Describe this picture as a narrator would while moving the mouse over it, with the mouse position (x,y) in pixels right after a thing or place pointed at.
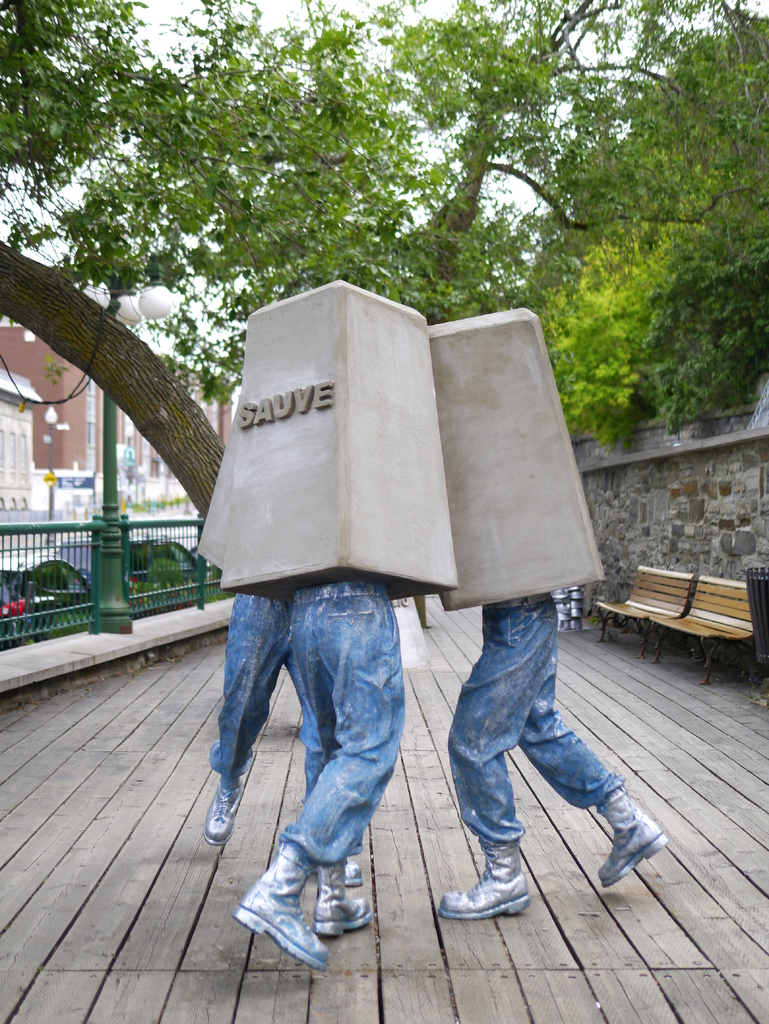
In the center of the image (397,582), we can see statues (334,666) and in the background (333,169), there are trees (672,348), benches (667,624) and there are buildings (80,416) and a light (111,518).
